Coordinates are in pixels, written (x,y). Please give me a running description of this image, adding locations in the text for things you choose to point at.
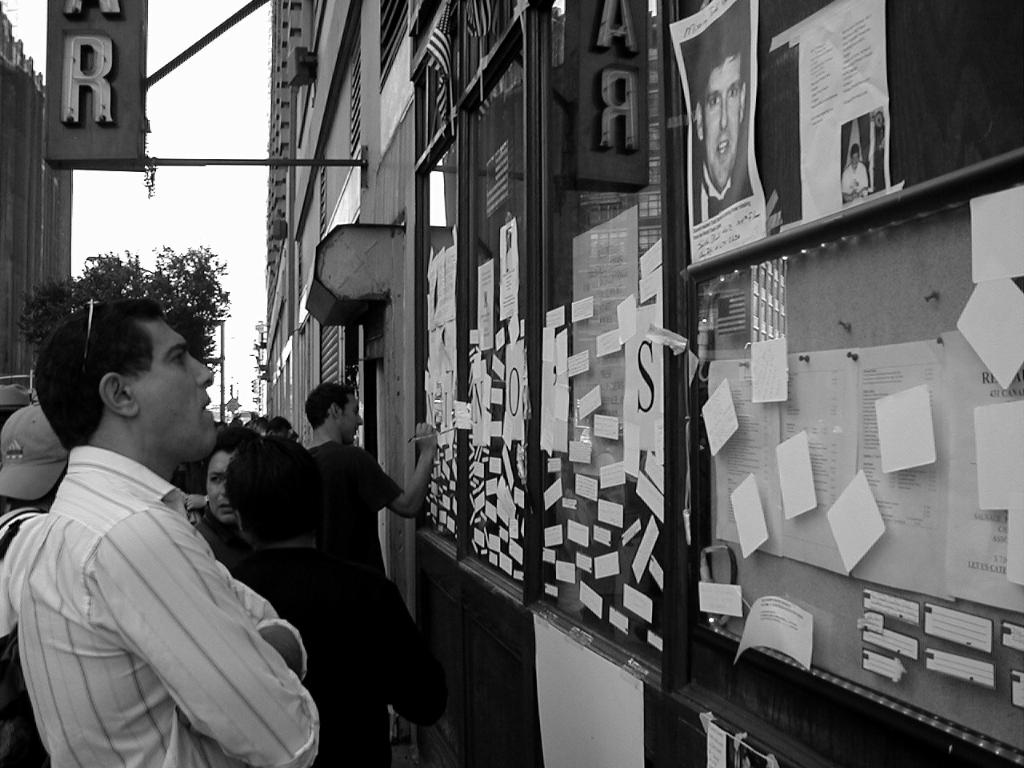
In this image I can see on the left side (223,662) a man (213,654) is standing and holding his hands (261,630), he wore shirt (171,594), he is looking on the right side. There is a notice board (808,337), there are papers (750,386) on it and few other people (283,460) are also there. There is a tree (186,323), at the top (210,93) it is the sky (262,85).
